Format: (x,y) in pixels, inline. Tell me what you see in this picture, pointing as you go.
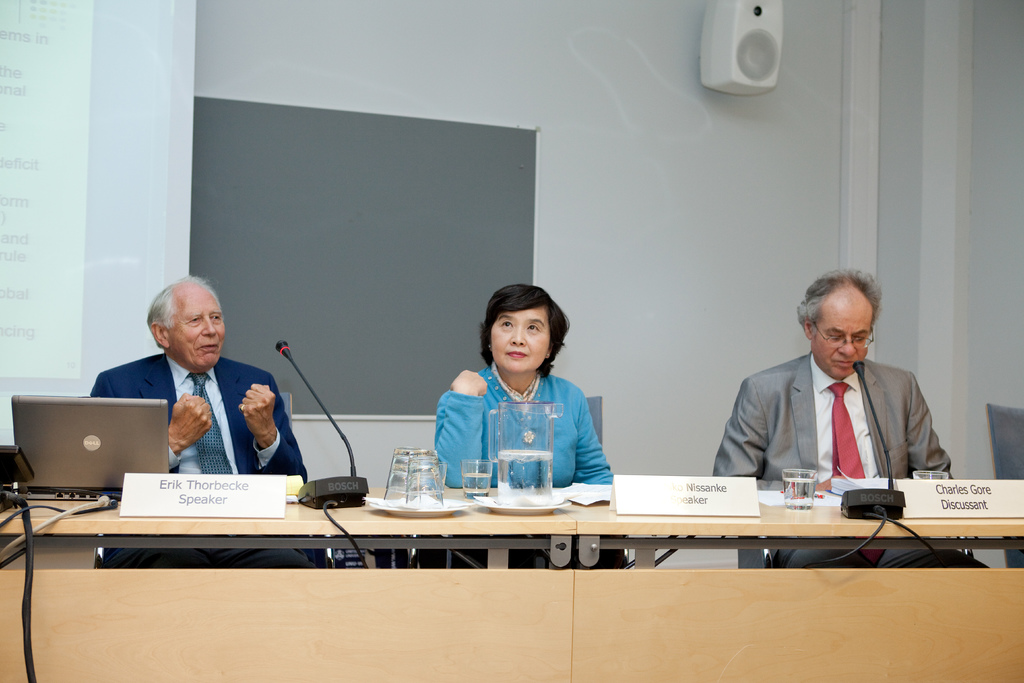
In this image, we can see people (226,435) sitting on the chairs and in the background (280,329), there is a screen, board (449,157) and an object (726,77) on the wall (719,253) and at the bottom (58,461), there are boards (130,483), a monitor (87,465), some cables (25,511), mics (327,500), glasses (387,487) and a jar (536,487) with water (524,483) and some other objects (579,494) on the table (322,540).
